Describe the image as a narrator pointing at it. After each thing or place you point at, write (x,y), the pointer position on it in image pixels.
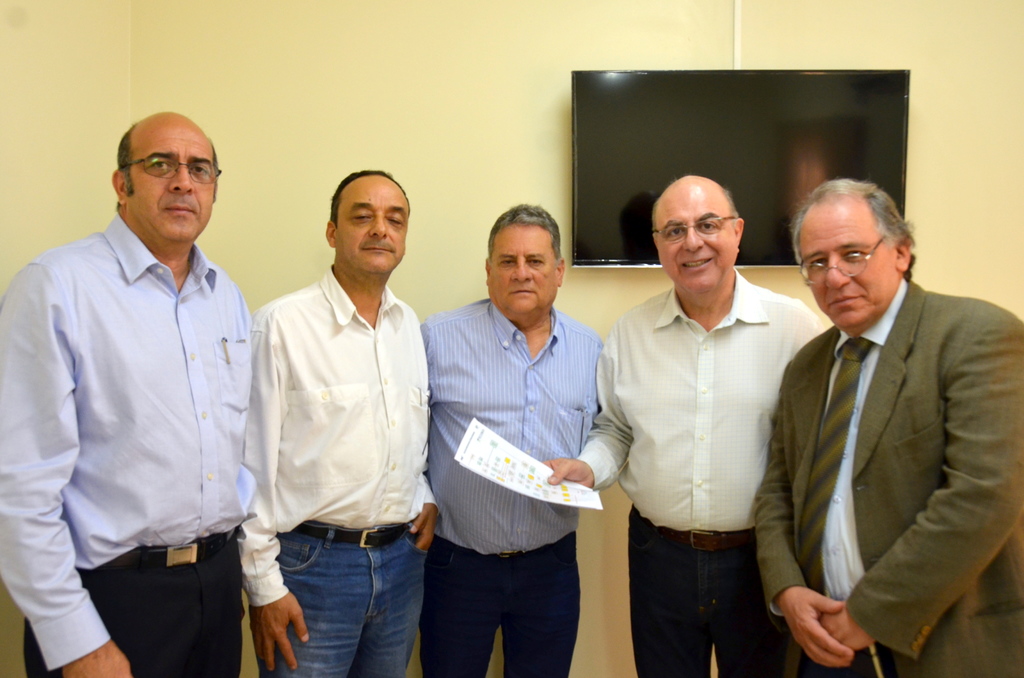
In this image there are five men (506,428) standing and one man (693,456) is holding papers (562,489) in his hand (581,484), in the background (343,166) there is a wall (119,28) for that wall (655,43) there is a TV (624,213).
